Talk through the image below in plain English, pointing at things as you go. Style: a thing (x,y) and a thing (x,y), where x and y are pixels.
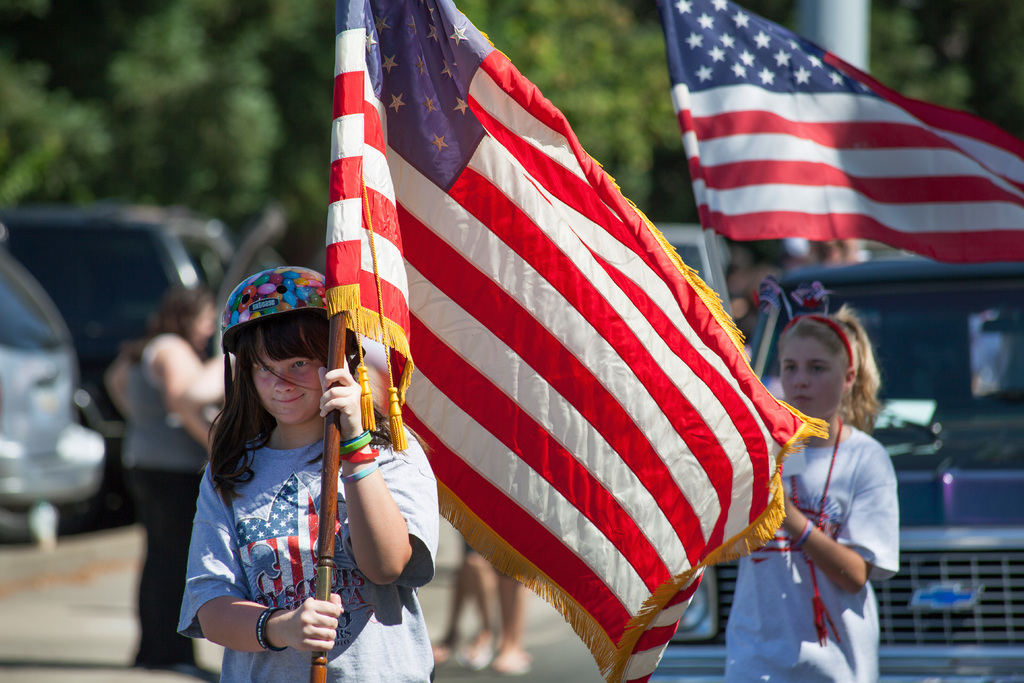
On the left side (295,541), there is a girl (279,565), holding a flag (337,221) on a road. On the right side (827,640), there is another girl (829,648), holding a flag (775,197) on the road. In the background (898,295), there are vehicles (970,314), persons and trees (947,45).
